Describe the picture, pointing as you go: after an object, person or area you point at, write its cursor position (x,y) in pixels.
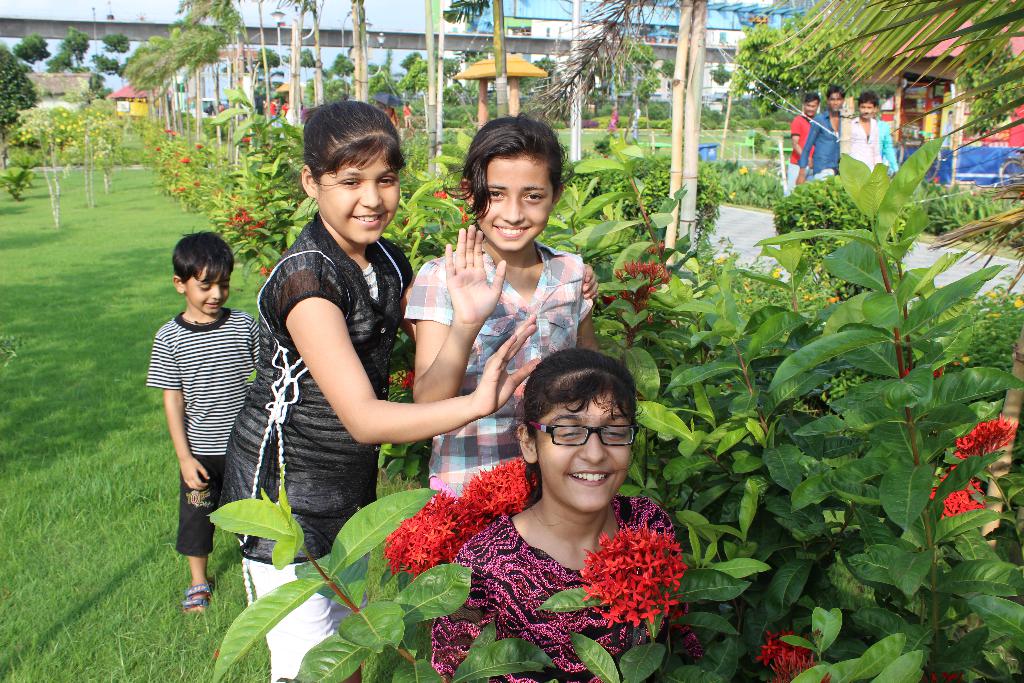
In this picture, we see three girls (619,361) and a boy (223,300) are standing. All of them are smiling and they are posing for the photo. On the right side (779,399), we see the plants (800,414), trees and red color flowers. Behind the trees (804,222), we see the wooden sticks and three men (858,147) are standing. Behind them, we see a tent (963,172) in red and blue color and we see the posters (943,116). Behind that, we see the benches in green and blue color. At the bottom (105,570), we see the grass (105,570). In the middle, we see the arch like structure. There are trees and the buildings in the background (501,51).
